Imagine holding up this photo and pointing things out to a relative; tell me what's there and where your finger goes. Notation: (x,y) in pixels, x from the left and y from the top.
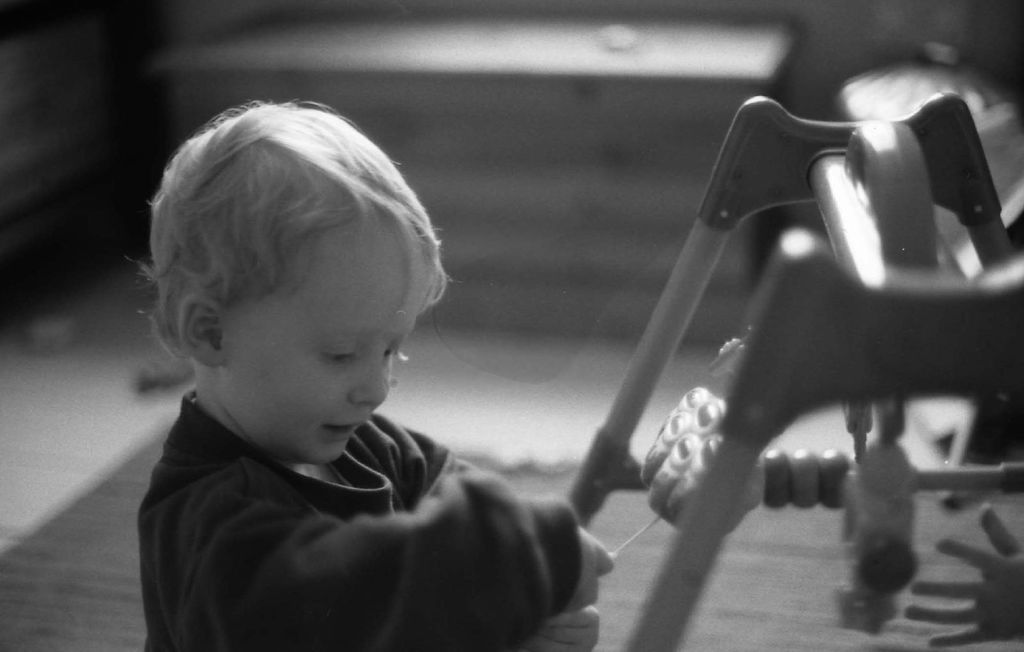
In this picture I can observe a kid (283,375) on the left side (283,375). On the right side (817,185) I can observe an object (766,401) which is looking like a toy (692,389). The background (169,50) is blurred. This is a black and white image.
